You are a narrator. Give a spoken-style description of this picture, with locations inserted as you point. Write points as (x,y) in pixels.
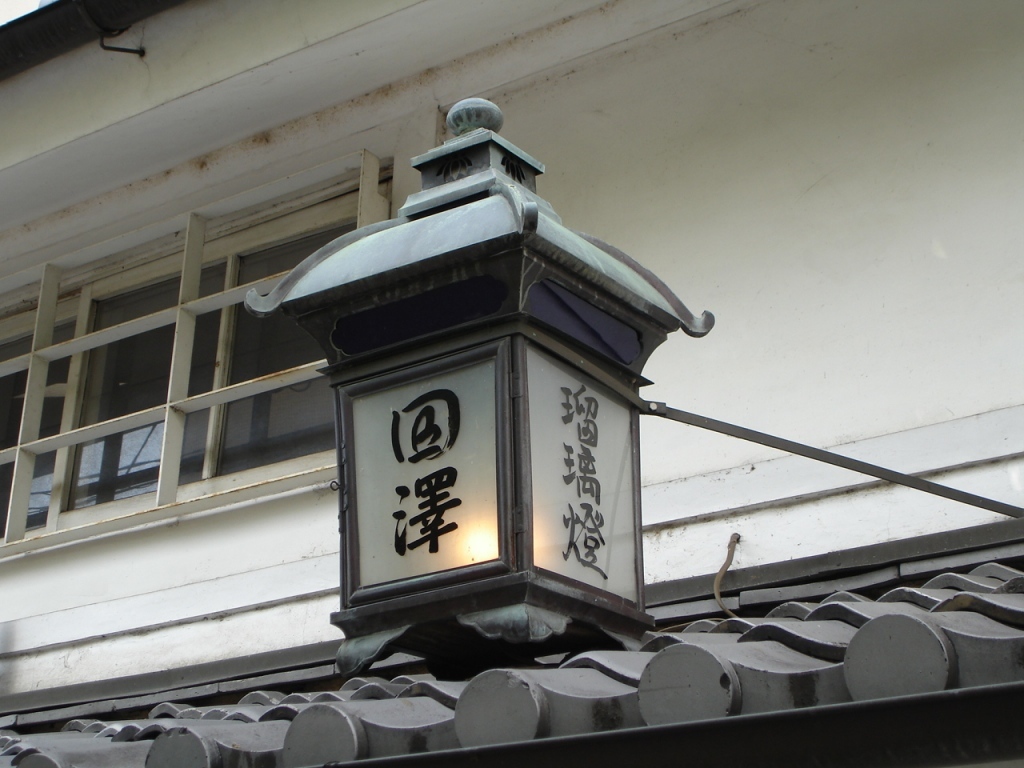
In the image there is a lamp (527,534) on a roof (274,661) and behind the lamp (483,430) there is a window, beside the window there is a wall (328,617).
